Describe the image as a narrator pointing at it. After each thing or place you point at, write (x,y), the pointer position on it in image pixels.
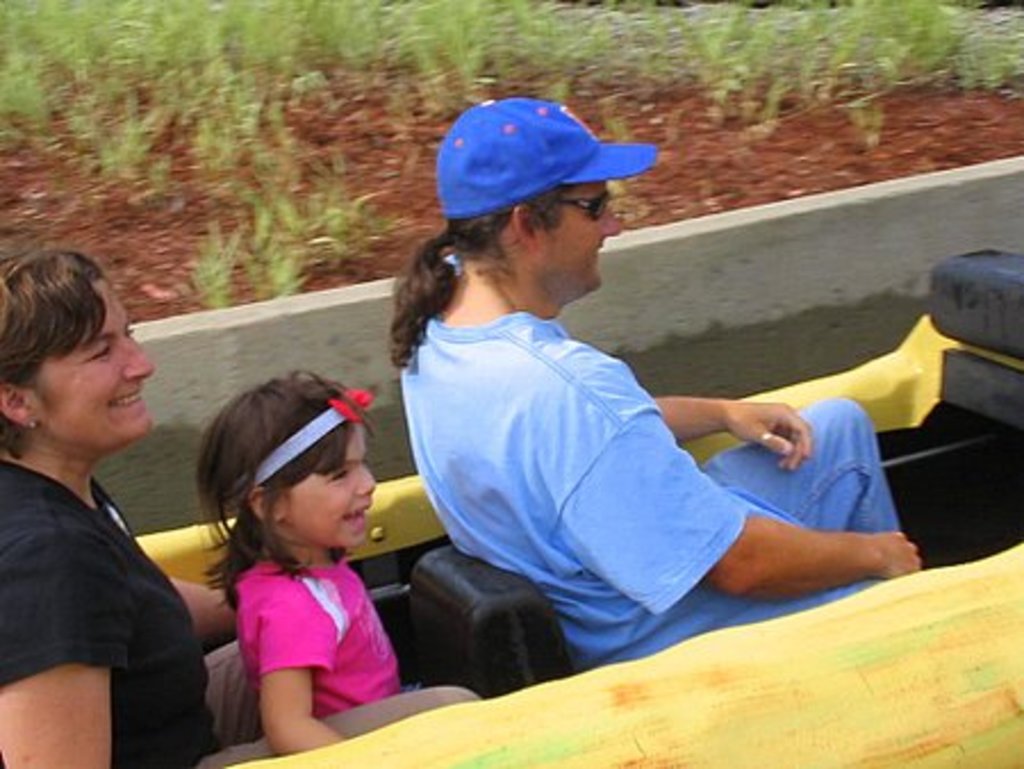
In this picture I can see three persons (530,435) sitting on the vehicle (1012,394). I can see plants (54,94) and a wall (953,241).
